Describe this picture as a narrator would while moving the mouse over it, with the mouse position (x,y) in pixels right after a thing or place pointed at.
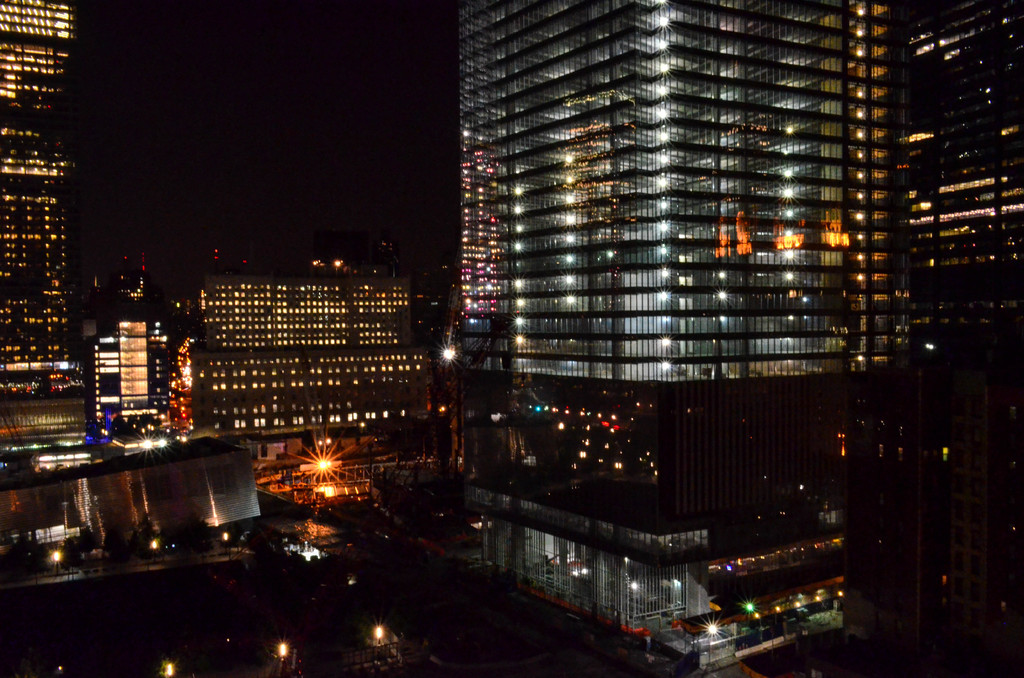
In this picture we can see buildings (73,453), lights (141,282) and some objects (632,633) and in the background (256,152) it is dark.
